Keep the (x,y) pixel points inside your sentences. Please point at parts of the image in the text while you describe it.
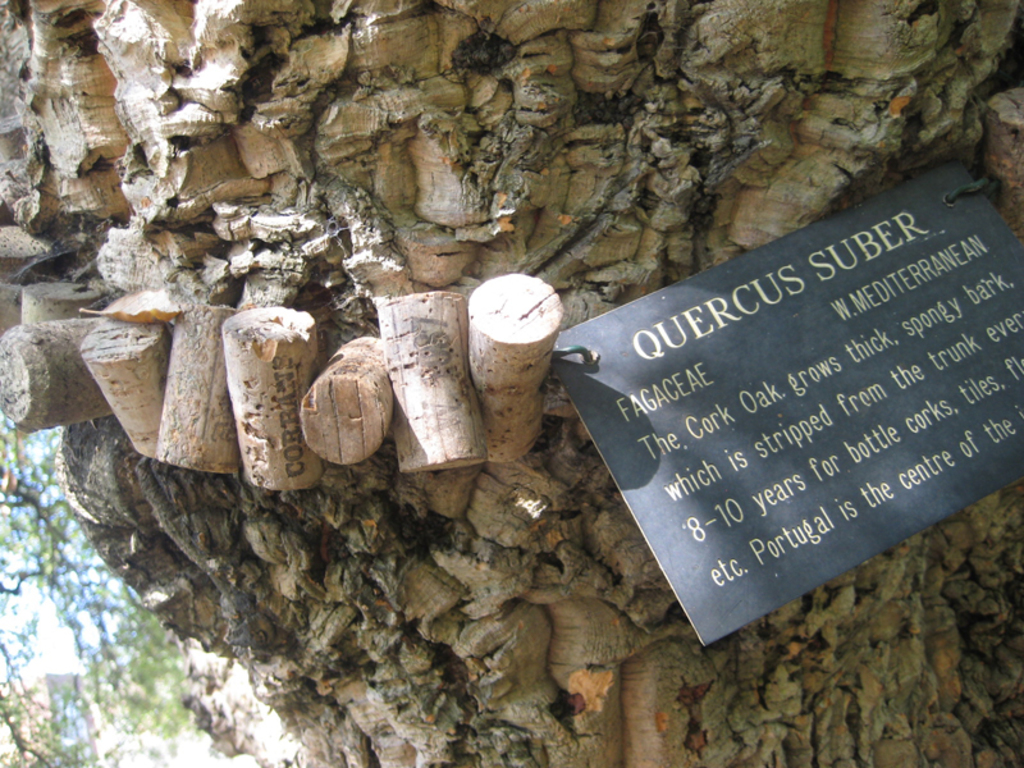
In this image I can see a tree trunk (399,214). On the right side (709,383) there is a blackboard (781,438) attached to this trunk (700,167). On the board (812,348) there is some text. In the bottom-left hand corner (147,727) few leaves (119,671) are visible.
